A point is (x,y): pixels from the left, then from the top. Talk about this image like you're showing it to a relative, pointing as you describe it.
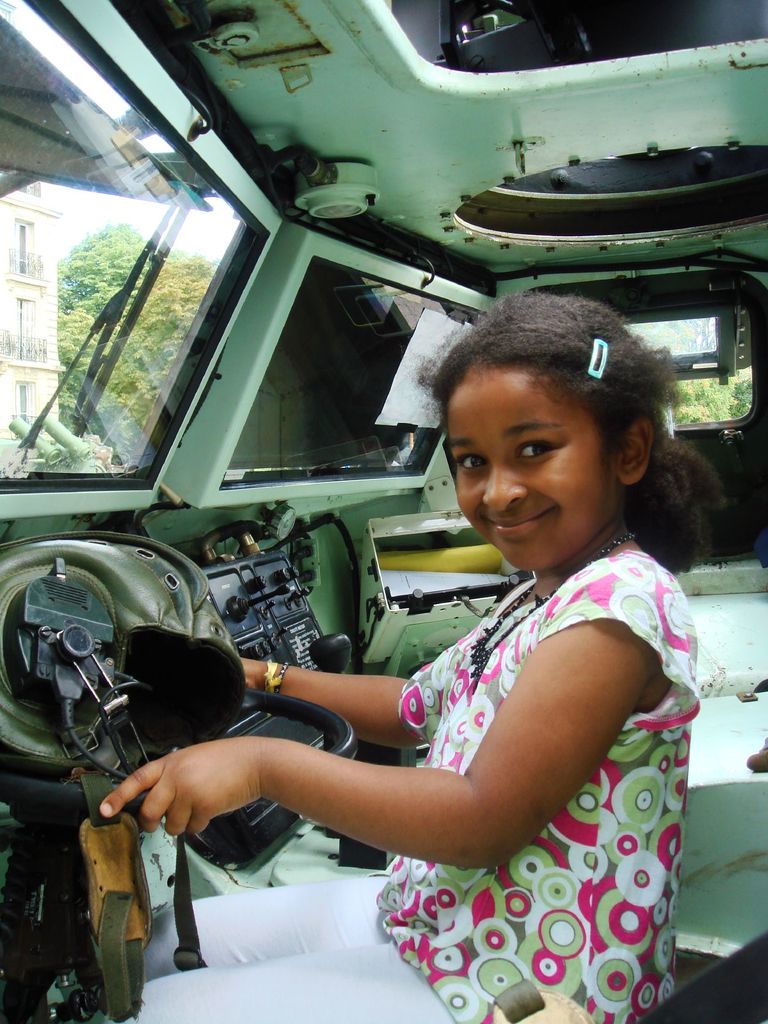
In this picture there is a small girl (472,1005) in the center of the image (510,426), it seems to be she is sitting inside a vehicle (668,238) and there is a building (41,317) and trees (69,382) outside the vehicle (309,286).
